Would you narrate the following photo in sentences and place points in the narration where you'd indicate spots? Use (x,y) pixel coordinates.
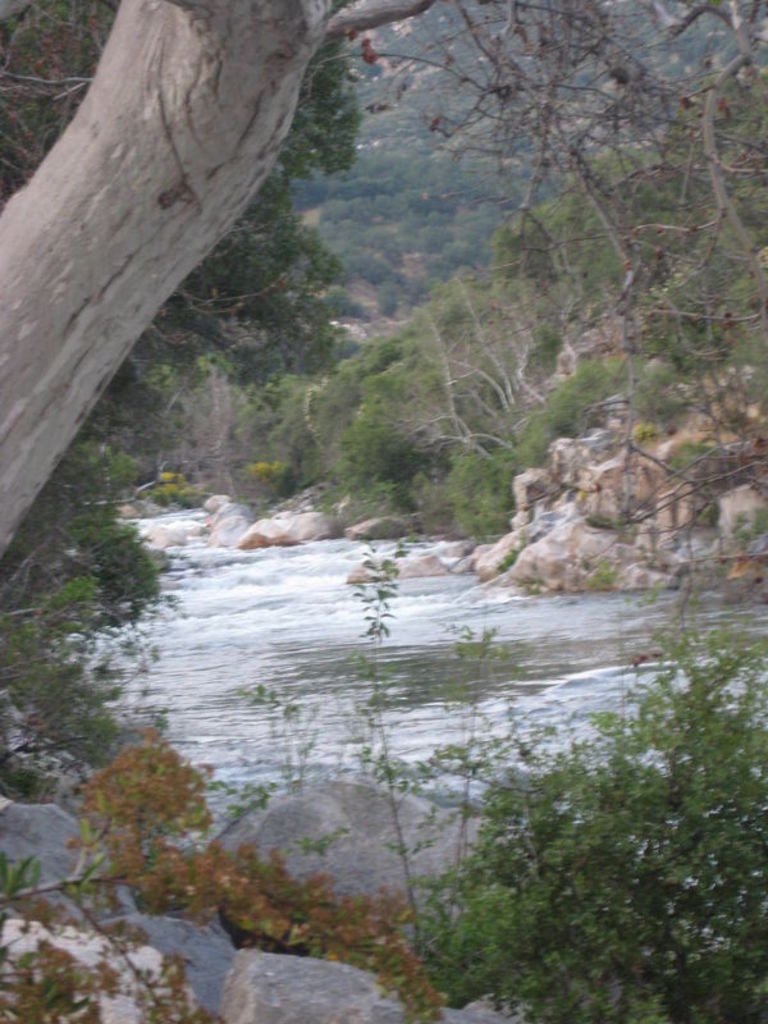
In this image there is the water (293,639) flowing in the center (338,572). On the either sides of the water (119,643) there are rocks (537,547) and plants (360,368). In the background (375,203) there are trees (389,163) on the mountain (424,204). At the top left (154,122) there is a tree trunk (116,172).
